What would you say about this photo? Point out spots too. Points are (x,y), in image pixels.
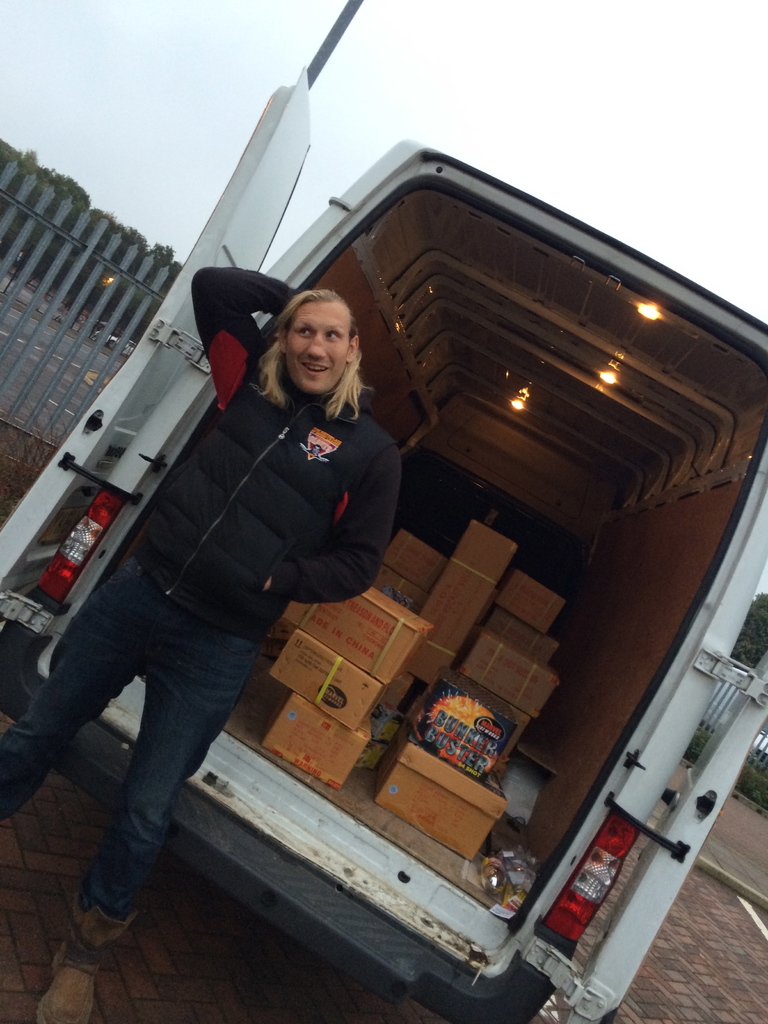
In the picture we can see a man (110,877) standing behind the van (258,860) and he is with long hair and black jacket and keeping his hand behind his head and the van door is opened and in it we can see some boxes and to the ceiling (600,433) in the van (623,619) we can see some lights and beside the van (568,409) we can see railing (55,225) and behind it far away we can see trees (54,240) and sky (235,13).
